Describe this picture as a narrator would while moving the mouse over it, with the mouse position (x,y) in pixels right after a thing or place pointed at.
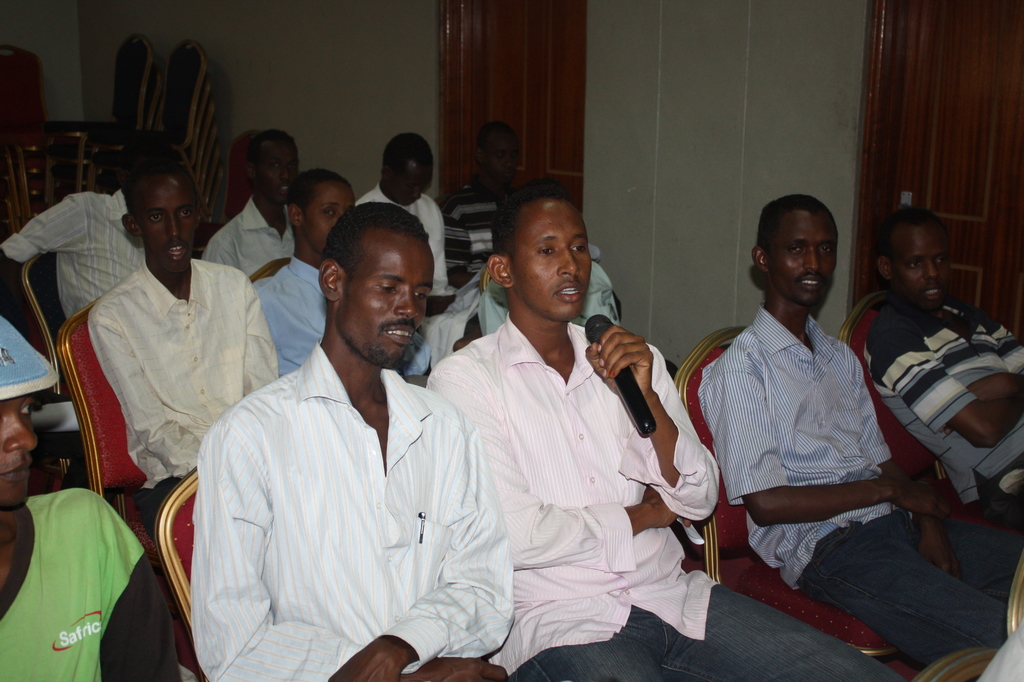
In this image we can see people (424,337) are sitting on the chairs (880,410) and there is a person (599,364) holding a mike (636,402) with his hand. In the background (414,32) we can see wall (713,134), doors (447,181), and chairs (33,72).
